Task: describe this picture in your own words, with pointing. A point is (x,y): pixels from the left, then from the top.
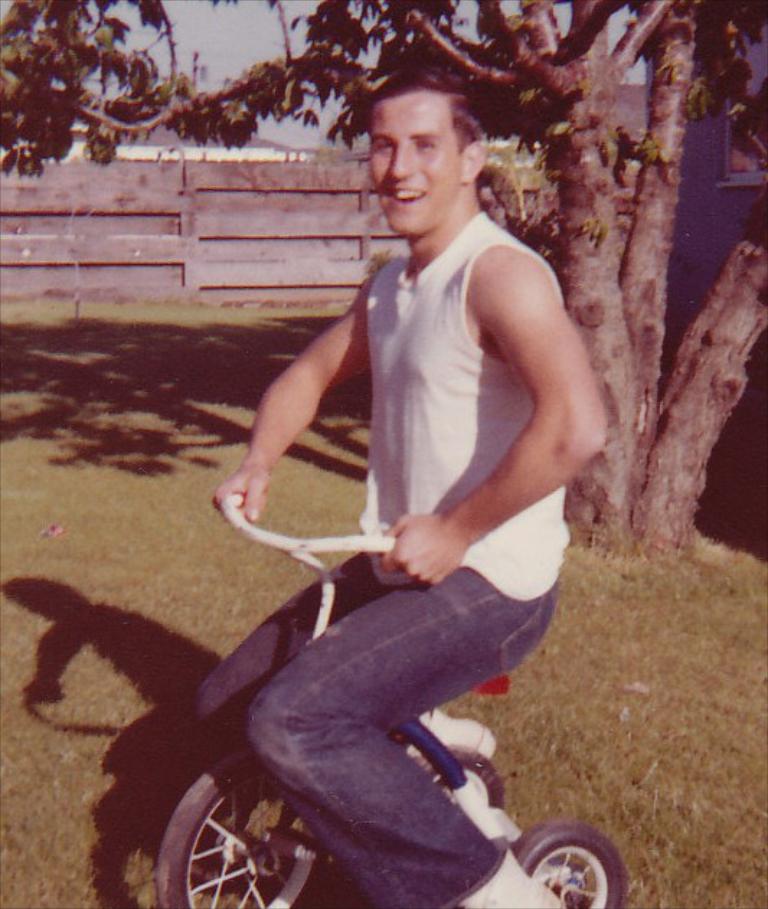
In the center of the image (451,451) there is a person (409,399) sitting on the bicycle (554,833). In the background (385,2) we can see tree (645,172), grass (52,496), fencing (188,217), building (685,166) and sky (204,36).
